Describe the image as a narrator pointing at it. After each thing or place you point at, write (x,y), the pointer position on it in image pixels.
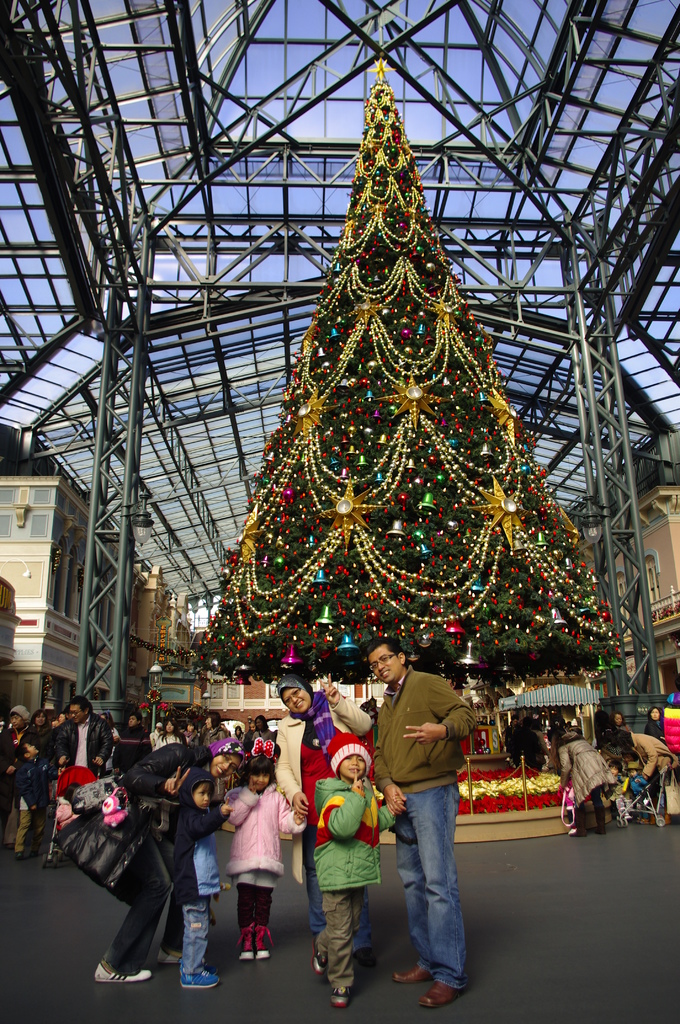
This image consists of many people (616,781). At the bottom (479,861), there is a road (665,1023). In the middle (360,593), we can see a Xmas tree (348,591). At the top (67,38), there is a roof (52,337) made up of metal rods (161,323). On the left (17,568) and right, there are buildings (40,575).
